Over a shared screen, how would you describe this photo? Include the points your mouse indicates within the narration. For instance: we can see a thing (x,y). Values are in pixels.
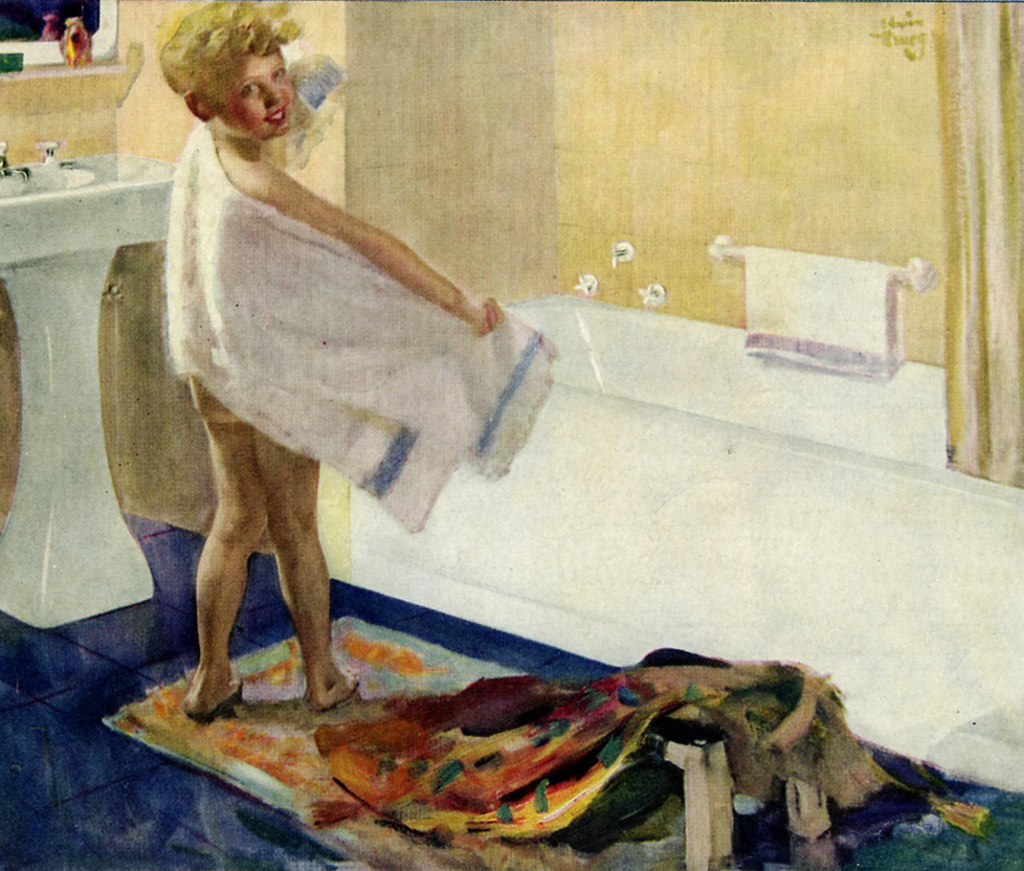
In this image i can see one person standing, there is bathing tub (905,418), wash basin (62,209) and few objects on it, towel (787,297), there is a floor mat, i can see the wall (784,81).
